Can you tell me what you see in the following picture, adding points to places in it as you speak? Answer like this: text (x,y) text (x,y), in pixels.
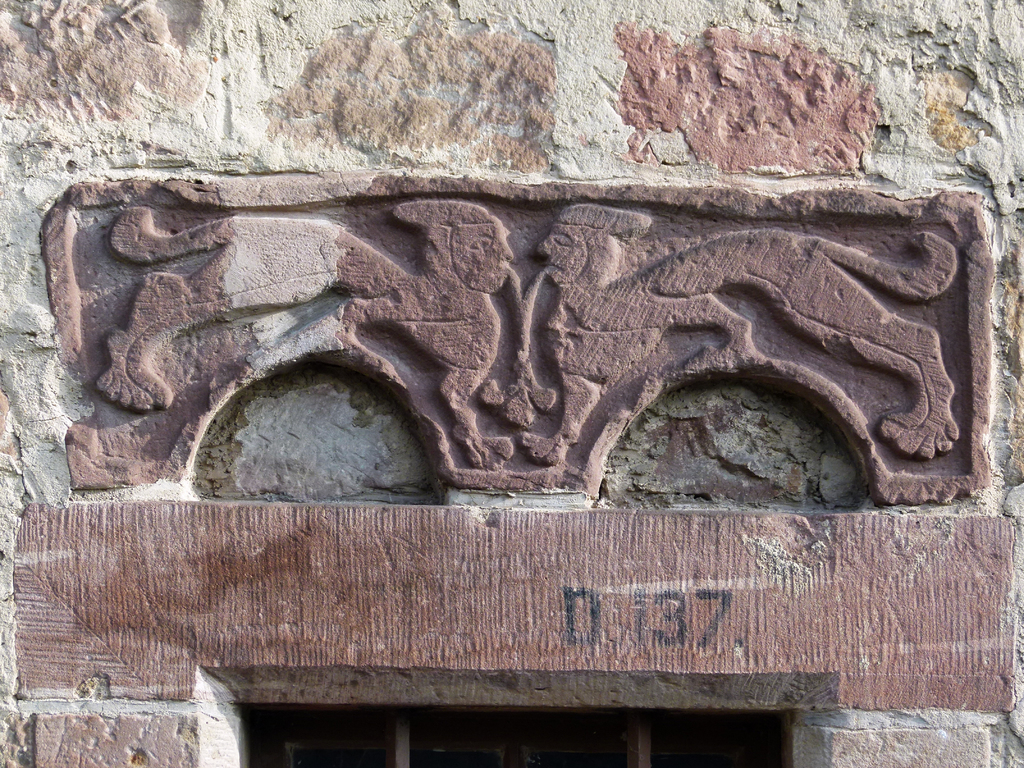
In this image we can see a sculpture (463,281) on the wall (646,583). Below the sculpture (447,290), we can see the text (734,615).
